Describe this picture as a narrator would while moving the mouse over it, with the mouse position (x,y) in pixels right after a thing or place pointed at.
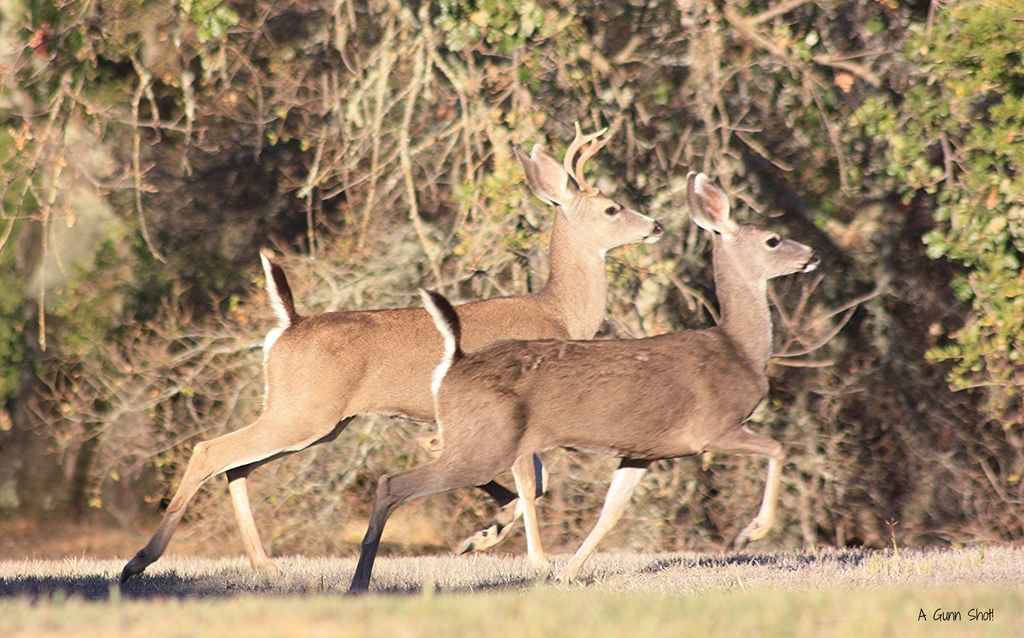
In this picture, we see two deer (641,399) are running. At the bottom (461,589), we see the grass (444,589). There are trees (809,197) in the background (824,231). This might be an edited image. This picture might be clicked in the forest (383,435) or in a zoo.
